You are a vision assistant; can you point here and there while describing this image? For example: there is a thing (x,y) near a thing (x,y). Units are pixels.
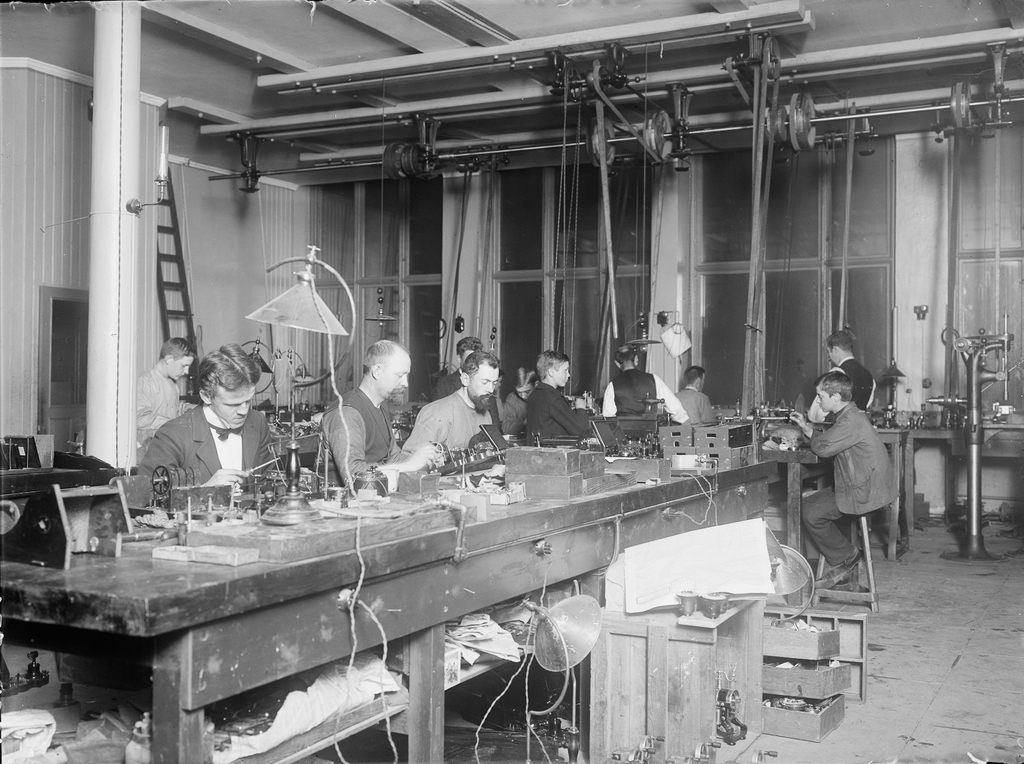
In the picture I can see people (426,433) among them some are standing on the floor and some are sitting in front of tables (622,484). On tables (622,498) I can see light lamp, tools (144,538) and some other objects (385,496). In the background (420,299) I can see windows (602,276), curtains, pole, ladder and some other objects (313,410). This picture is black and white in color.
